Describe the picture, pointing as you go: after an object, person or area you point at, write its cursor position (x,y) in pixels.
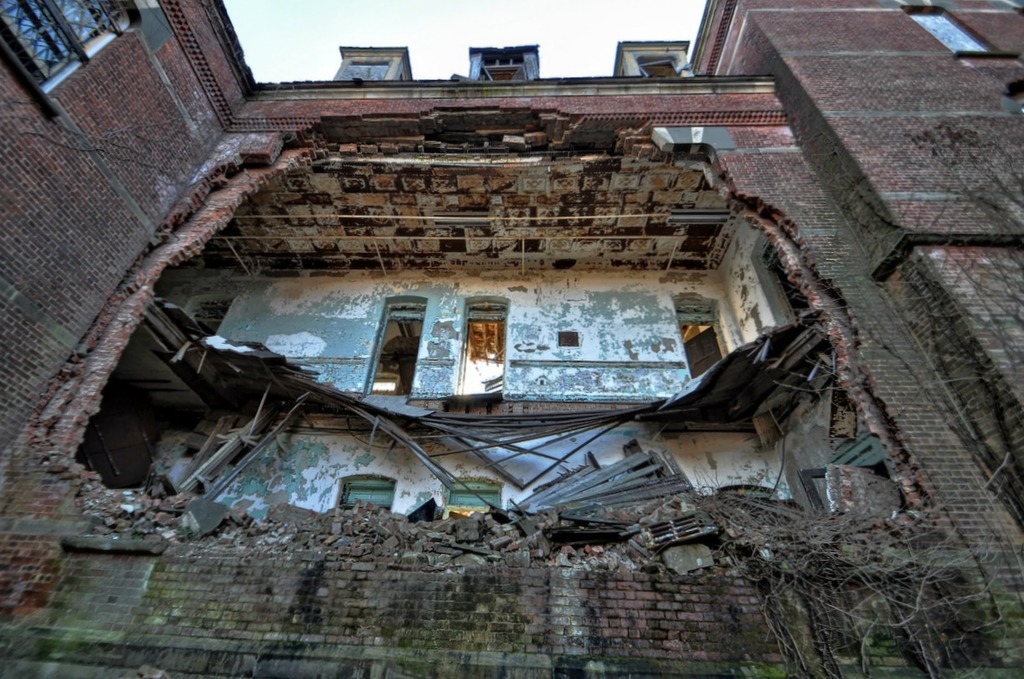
In this image we can see a building (514,632) which was collapsed.
